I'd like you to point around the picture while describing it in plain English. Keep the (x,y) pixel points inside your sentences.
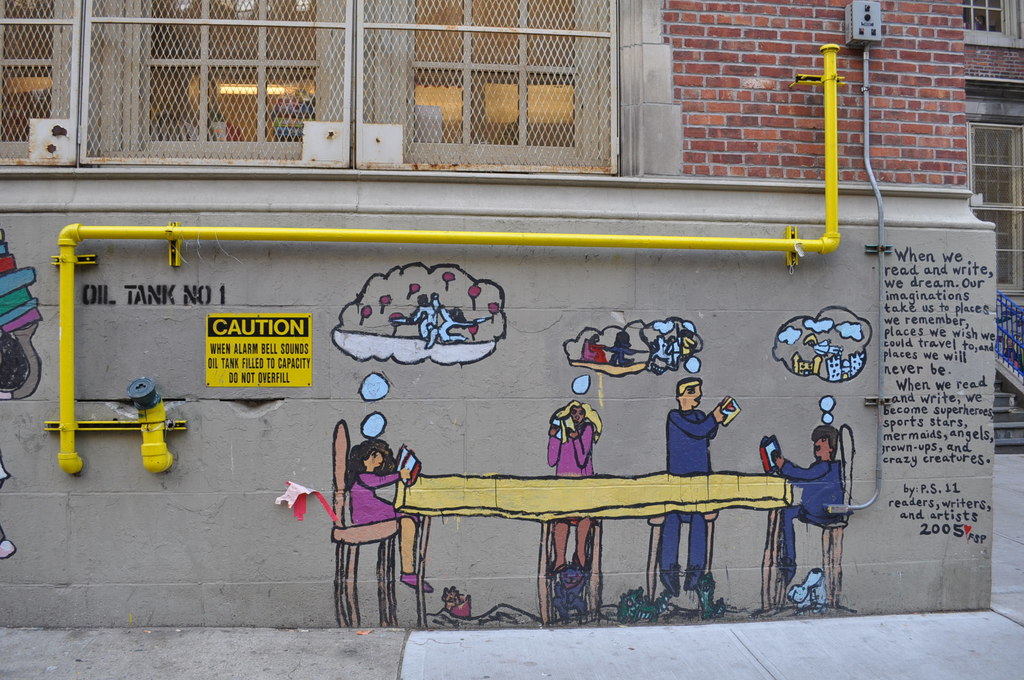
In this picture I can see a building (282,197) and I can see painting (397,436) on the wall (434,337) and I can see text (912,311).
